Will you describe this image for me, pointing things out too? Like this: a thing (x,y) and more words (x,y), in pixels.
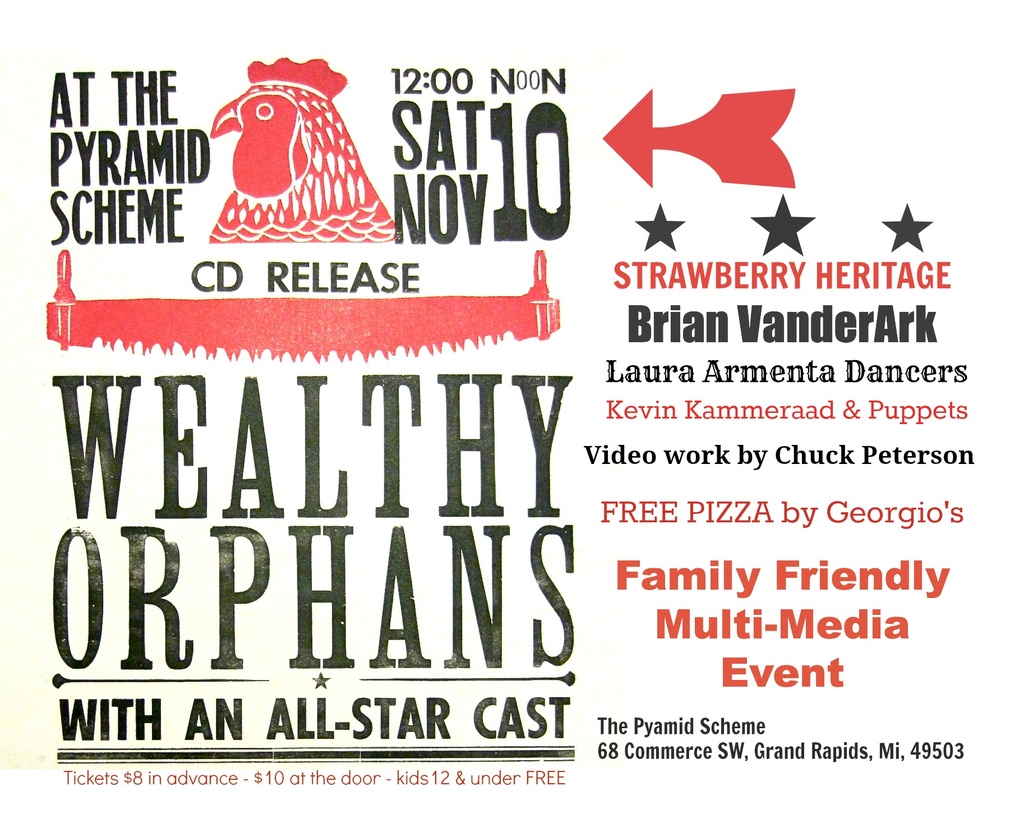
In the picture we can see a poster (960,537) on it we can see a name wealthy orphans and some wordings (702,616) beside it.
